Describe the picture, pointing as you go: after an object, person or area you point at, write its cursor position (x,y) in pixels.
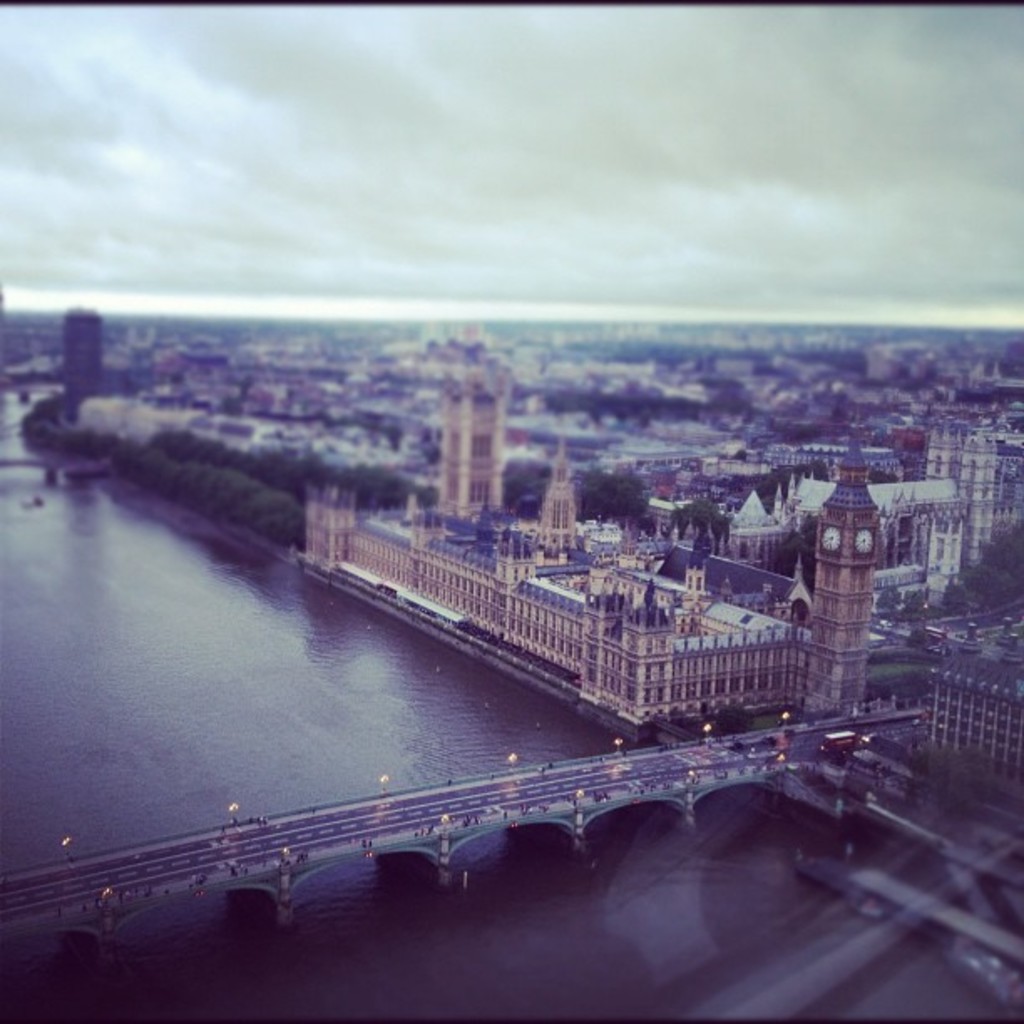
In the image we can see there are many buildings (741,587) and trees (383,489). We can even see the bridge (373,829) and on the bridge (412,829) there are vehicles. Here we can see lights (71,839), water (95,832) and the cloudy sky (654,194). The image is slightly blurred.
